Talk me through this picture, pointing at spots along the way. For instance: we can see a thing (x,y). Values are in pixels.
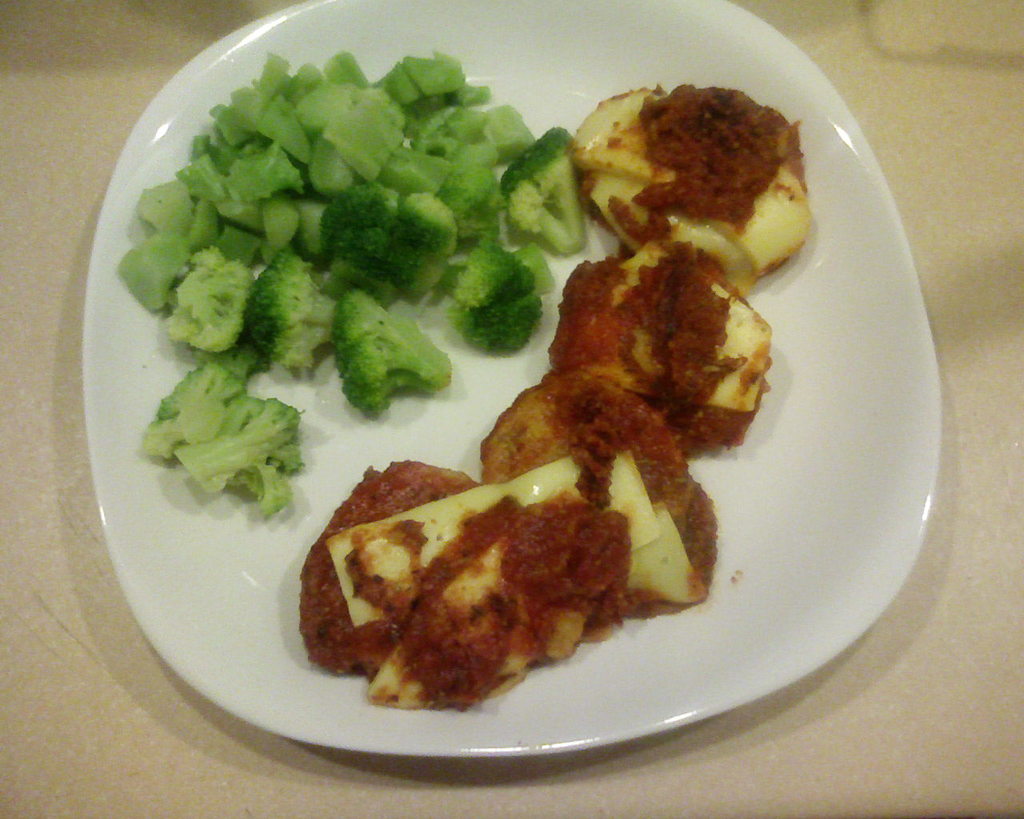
In this image there are food items (396,476) on the plate (246,654).
